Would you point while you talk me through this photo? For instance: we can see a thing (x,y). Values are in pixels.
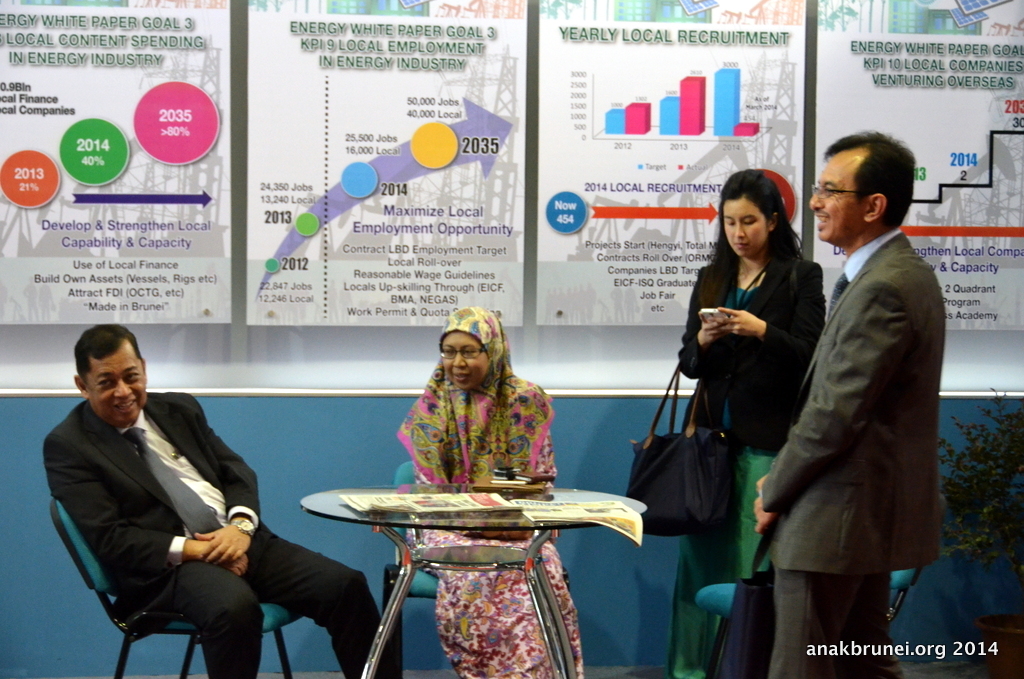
In this picture these two persons (250,625) sitting on the chair (267,619). These persons (748,399) standing. This person (740,429) holding a bag (681,478). We can see table (562,498). On the table (488,516) we can see papers (482,499). On the background (260,348) we can see wall (273,378) and boards (345,96).
